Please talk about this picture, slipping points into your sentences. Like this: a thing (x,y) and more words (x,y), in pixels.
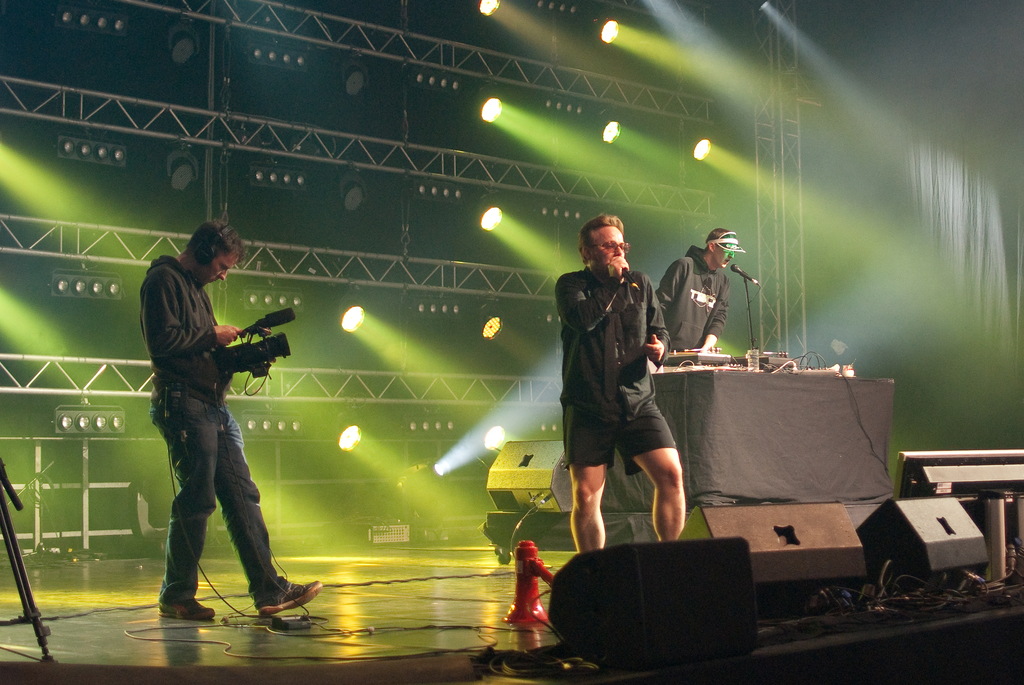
In the center of the image (663,422) we can see a man (627,382) standing and holding a mic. On the left (189,434) there is a person (236,445) holding a camera (234,371). On the right (698,319) we can see another man (704,263) standing and there is a mic (755,280) placed before him. We can see a table (767,391) and there are things (777,355) placed on the table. At the bottom (743,615) there are speakers (741,606) and wires (546,659). We can see a megaphone (531,615). In the background (486,199) there are lights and there is a curtain (941,255).
